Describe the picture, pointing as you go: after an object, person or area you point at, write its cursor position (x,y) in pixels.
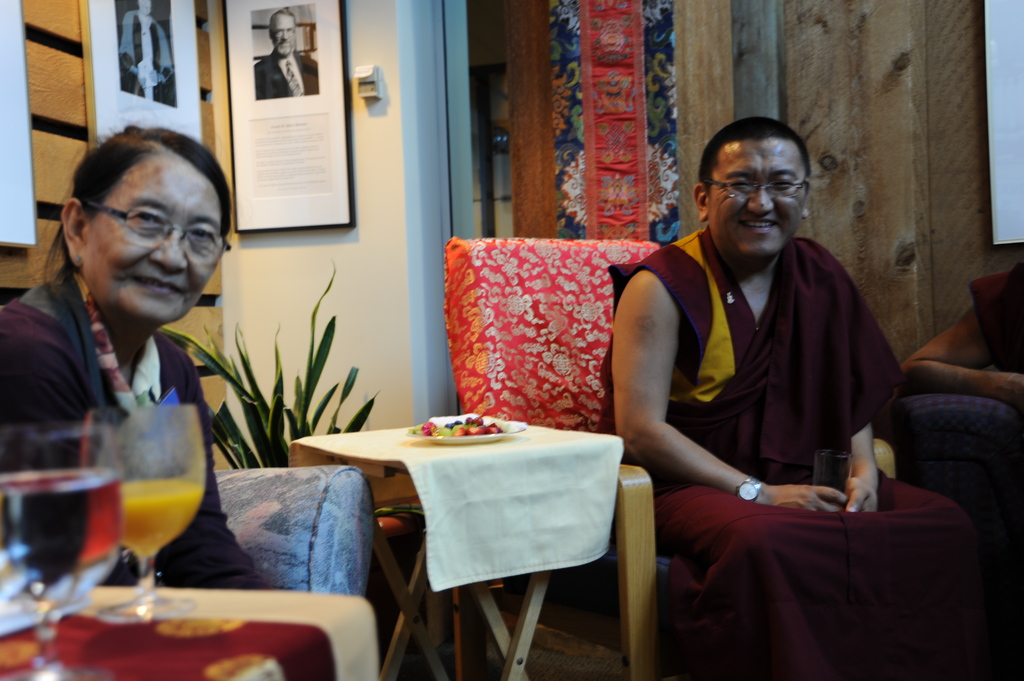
As we can see in the image, there are two persons (179,292) sitting on sofa (496,340) and laughing and there is a white color wall (383,168). On wall (375,112) there are two photo frames (254,81). On table (71,616) there are two glasses (122,513) and on this table (480,602) there is a white color cloth (496,510) and a plate (486,440).
